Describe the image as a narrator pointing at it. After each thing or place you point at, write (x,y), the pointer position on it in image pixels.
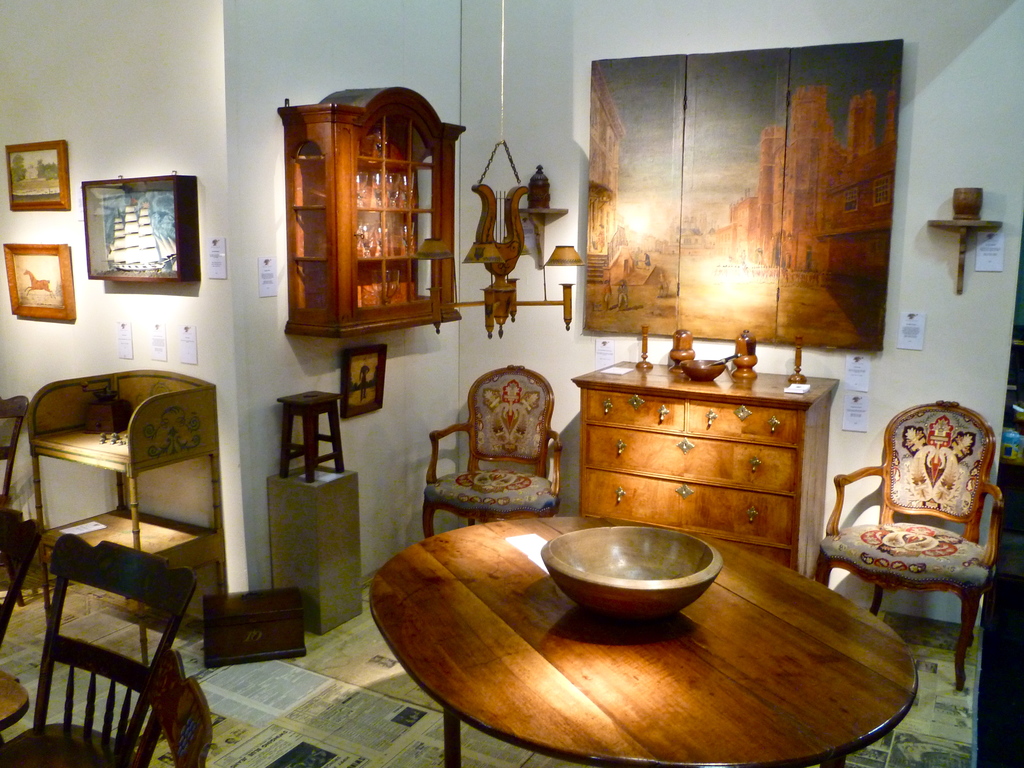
In this image I see a table (396,651) on which there is a bowl (711,557), chairs (442,484), cupboard (595,403) on which there are few things (752,352), photo frames (654,301) and other things (772,130) on the wall (984,42) and I can also see a cabinet (447,194), in which there are few things (397,285) and I see papers (306,749) on the floor (298,691).
